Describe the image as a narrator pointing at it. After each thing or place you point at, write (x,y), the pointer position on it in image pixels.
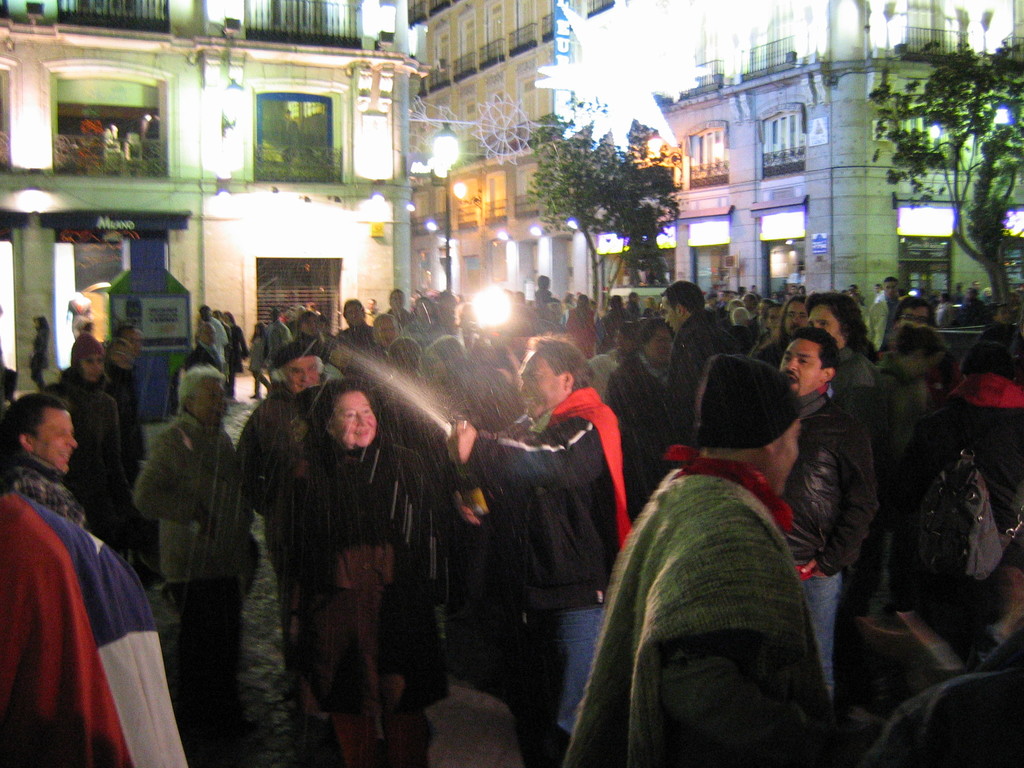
In the image there are many people (377,431) standing. In the background (783,251) there are buildings (778,235) with walls (729,136), windows (789,159), pillars (32,115) and roofs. And also there are poles (447,239) with lamps (441,160).
